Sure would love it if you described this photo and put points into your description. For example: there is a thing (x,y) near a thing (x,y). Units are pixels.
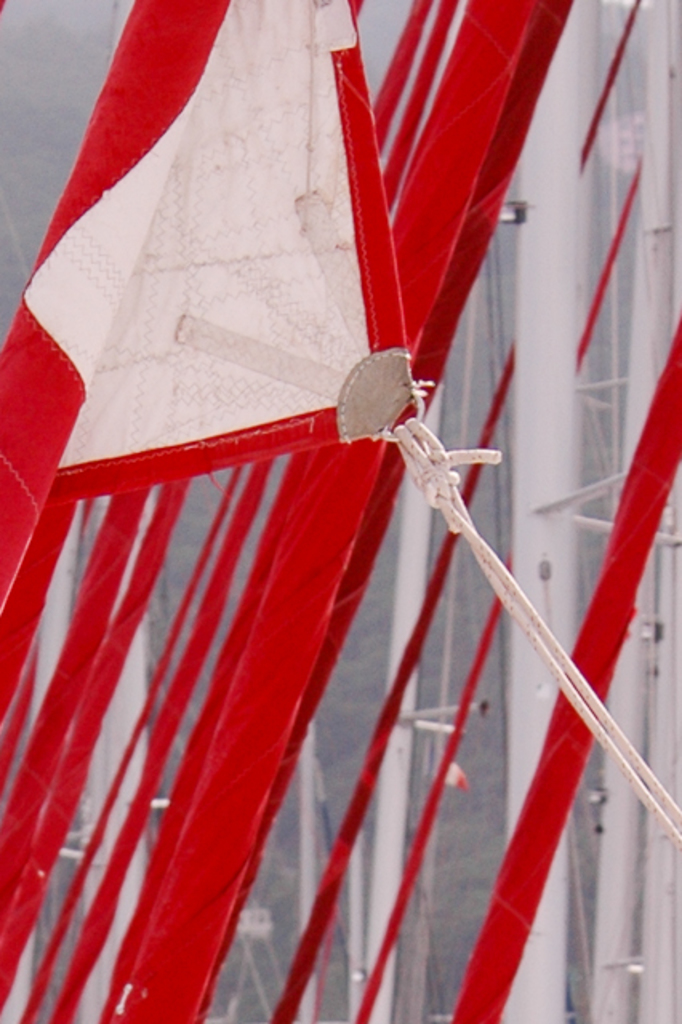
In this image, it looks like a banner (276,453), which is tied with the ropes (420,482). In the background (619,431) there are poles (303,871) and trees (326,763).
